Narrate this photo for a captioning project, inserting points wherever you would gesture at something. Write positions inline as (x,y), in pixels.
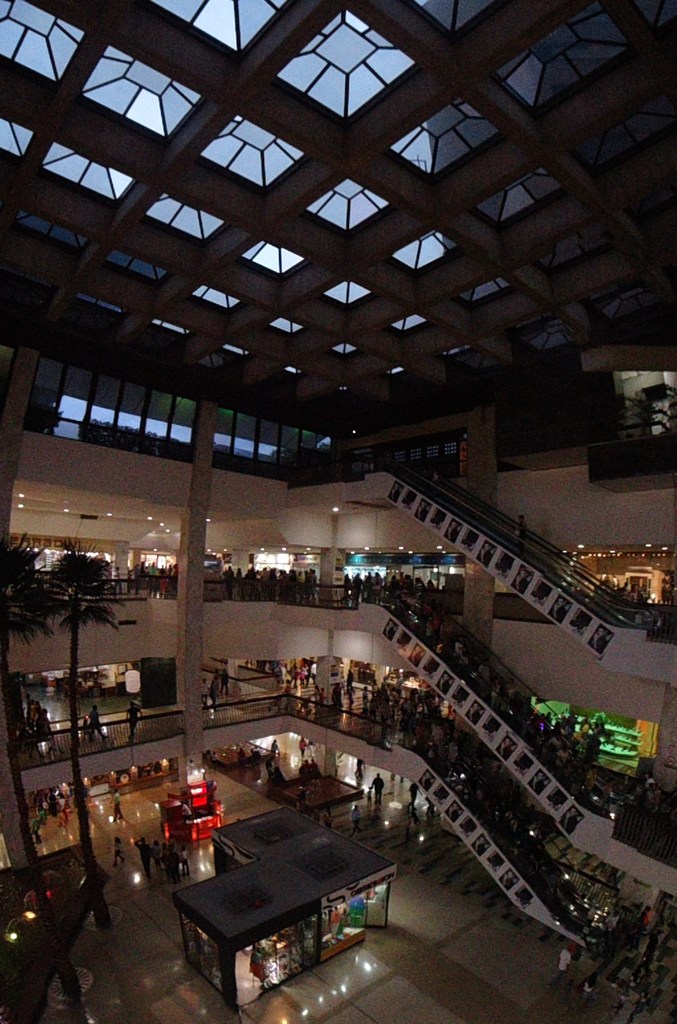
In this picture there are people (88,718) and we can see floor (113,719), trees (87,859), pillars (0,776), lights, railings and objects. At the top (131,209) we can see glass roof (374,95).
